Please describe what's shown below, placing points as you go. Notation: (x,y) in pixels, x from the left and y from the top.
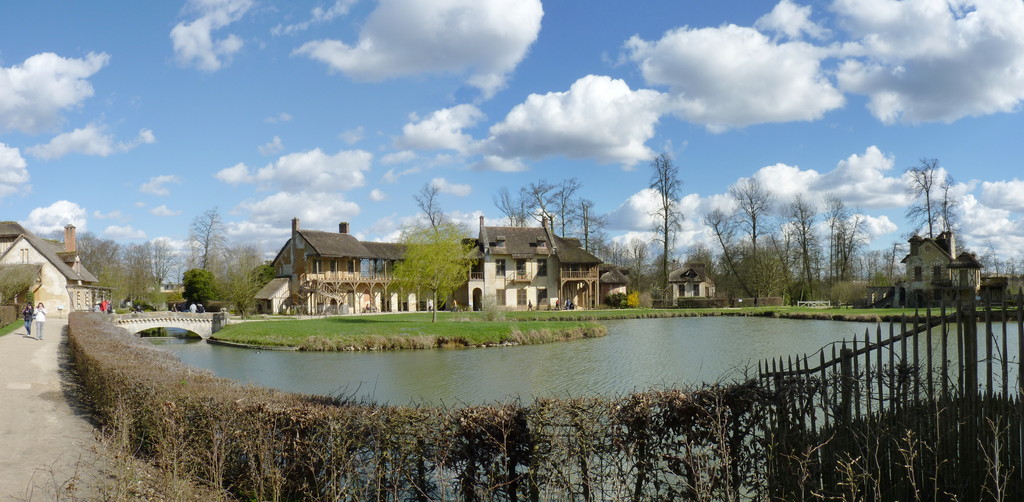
In this picture we can see the buildings (368,243), trees (426,285), wall (511,285), balcony (563,277), pillars (590,291), windows (525,267), bridge (224,318), grass (424,314) and some persons (454,305). At the bottom of the image (629,420) we can see the road (33,481), bushes (535,446), grilles (984,405). In the background of the image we can see the water (656,352). At the top of the image (457,115) we can see the clouds (752,98) are present in the sky (410,131).
